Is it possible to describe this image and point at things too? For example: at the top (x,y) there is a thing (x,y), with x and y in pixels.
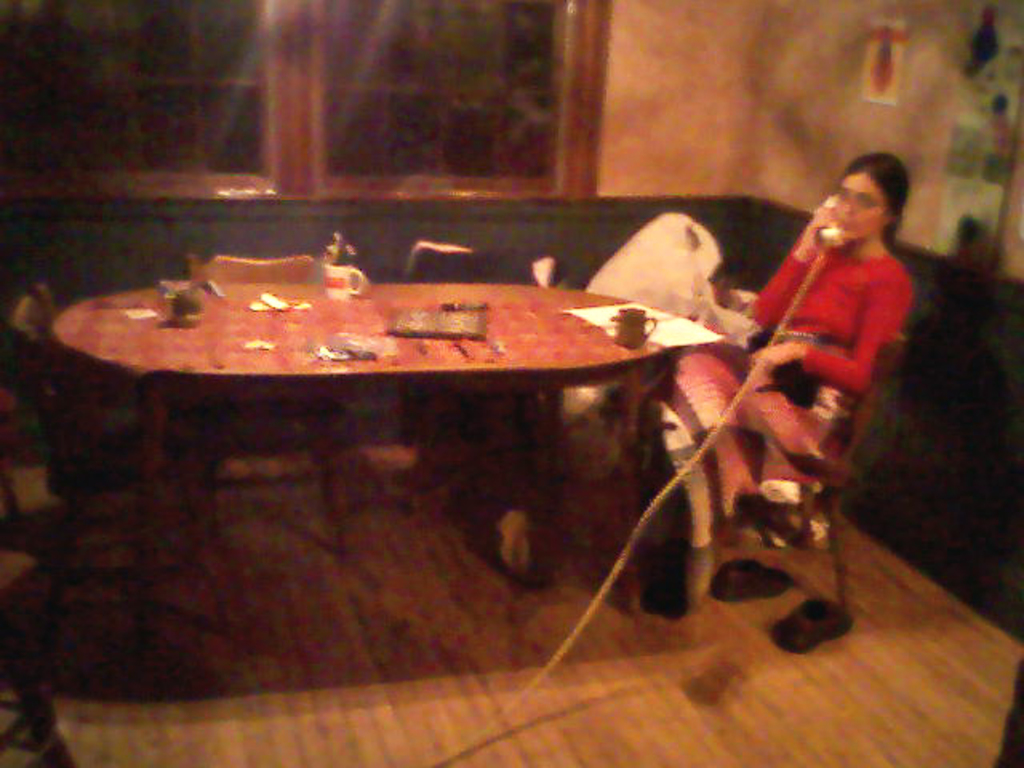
In the picture there is a woman (830,314) sitting on the chair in front of the dining table (236,286) and talking on a telephone (800,293), behind the woman (776,318) there is a wall (753,100) and on the left side (272,66) there are windows (342,62) to the wall (687,96).
